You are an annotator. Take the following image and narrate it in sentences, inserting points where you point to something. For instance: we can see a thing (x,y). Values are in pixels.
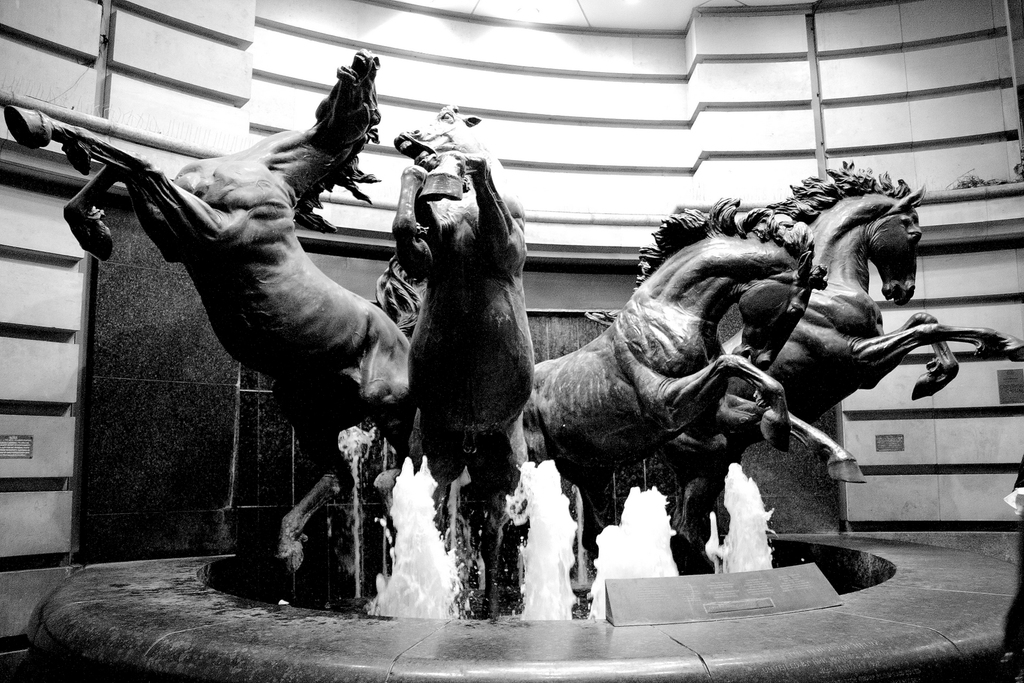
This is a black and white image and in the center of the image (346,452), we can see a fountain (633,501) and there are some sculptures (695,352). In the background (224,38), there is a wall (174,63).
